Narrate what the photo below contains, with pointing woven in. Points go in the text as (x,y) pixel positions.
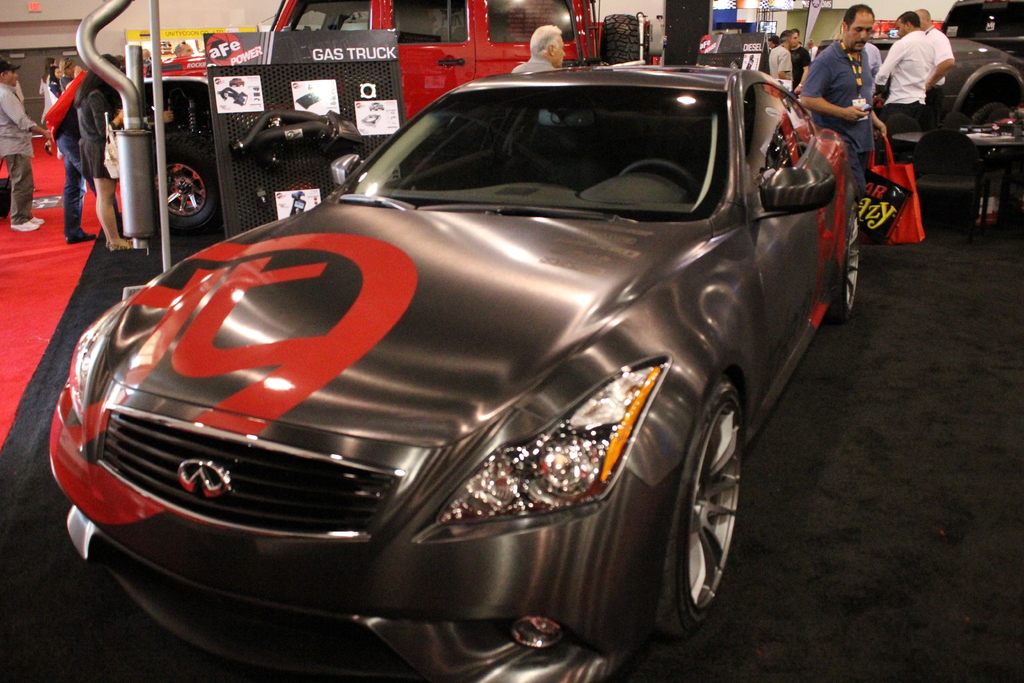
In the foreground (543,125) we can see car (361,230), iron object (129,56), banner (282,160) and floor (890,494). In the middle of the picture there are people (940,43), cars (989,38) and carpet (50,212). In the background (170,24) we can see wall (28,31), posters (748,7), people (789,39), car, black object (686,23) looking like door (667,15).
